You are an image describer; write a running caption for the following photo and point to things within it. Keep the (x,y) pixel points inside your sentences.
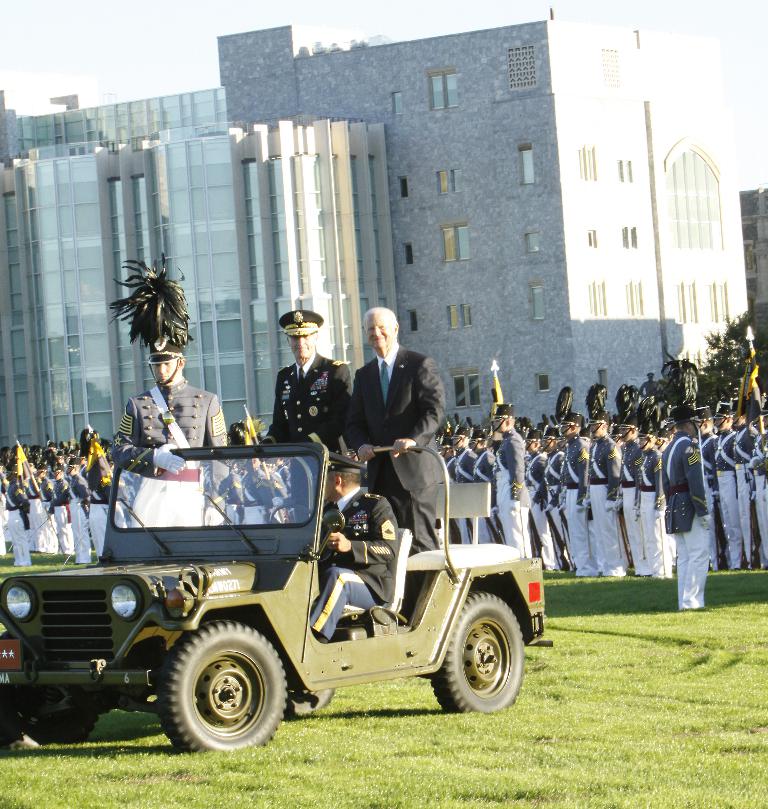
In this picture I can observe a jeep (326,463). There are four members (314,416) in the jeep (373,610). In the background (35,509) I can observe some people (53,510) standing on the ground (548,695) and I can observe a building (359,192) behind them.
